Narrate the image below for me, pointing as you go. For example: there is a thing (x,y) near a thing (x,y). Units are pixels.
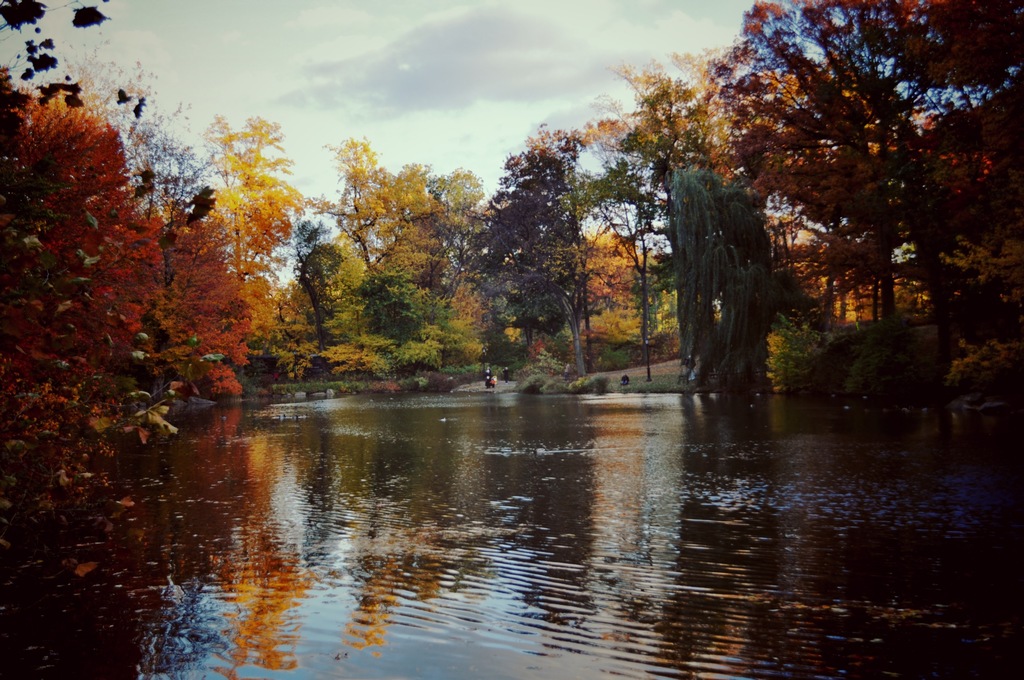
In this image there is water (424,514) at the bottom (468,516). There are trees (708,259) on either side of the water (449,504). At the top (467,67) there is the sky (460,62). On the right side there are few people (493,387) on the land (510,387).
